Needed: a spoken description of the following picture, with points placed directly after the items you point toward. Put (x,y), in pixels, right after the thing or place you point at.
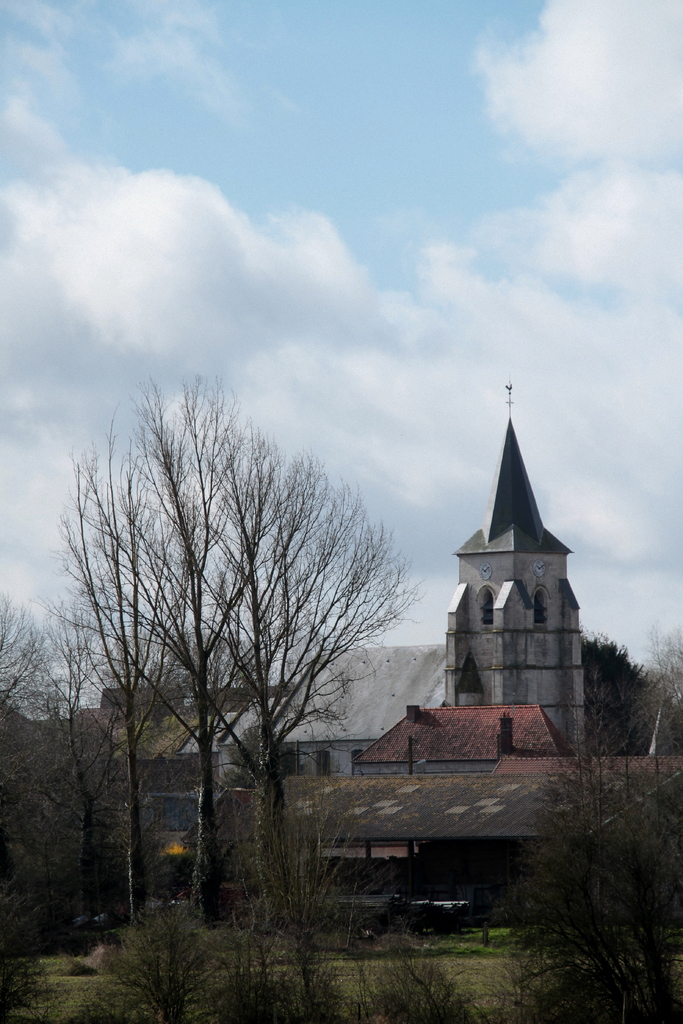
In this image, we can see some trees (592,937), plants (197,957). In the background (447,847), we can also see some building (549,690), houses (454,847), tower (578,690). At the top (337,222), we can see a sky (337,310), at the bottom (587,950), we can see a grass (478,1006) and a few plants (183,968).
